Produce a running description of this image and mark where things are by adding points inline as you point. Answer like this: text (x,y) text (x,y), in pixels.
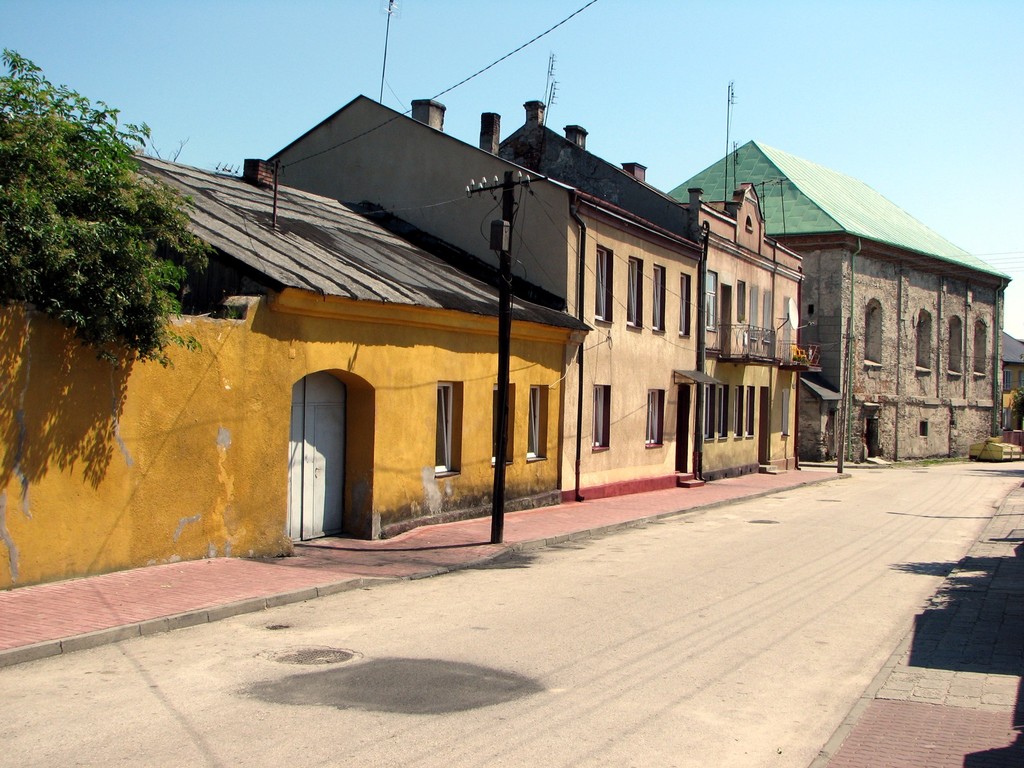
In this image there are some houses (441,407) in middle of this image (450,307) and there is a road (656,634) in bottom of this image (499,692). There are some poles (499,462) in middle of this image (492,491) and there is a tree (170,244) on the left side of this image (106,215). There is a sky (662,80) on the top of this image (632,73).
